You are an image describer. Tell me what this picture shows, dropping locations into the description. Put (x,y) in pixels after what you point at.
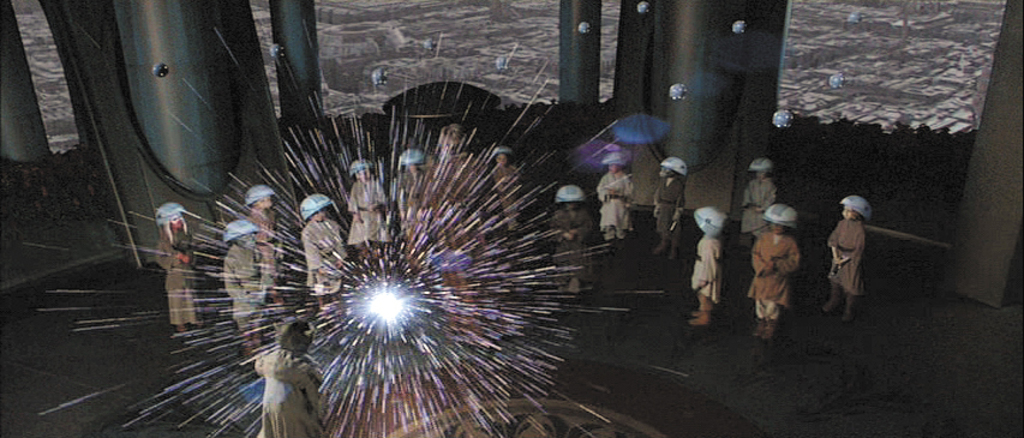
In this image I can see group of people (264,242) standing wearing brown color dress (246,257). Background I can see a wall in brown color.
